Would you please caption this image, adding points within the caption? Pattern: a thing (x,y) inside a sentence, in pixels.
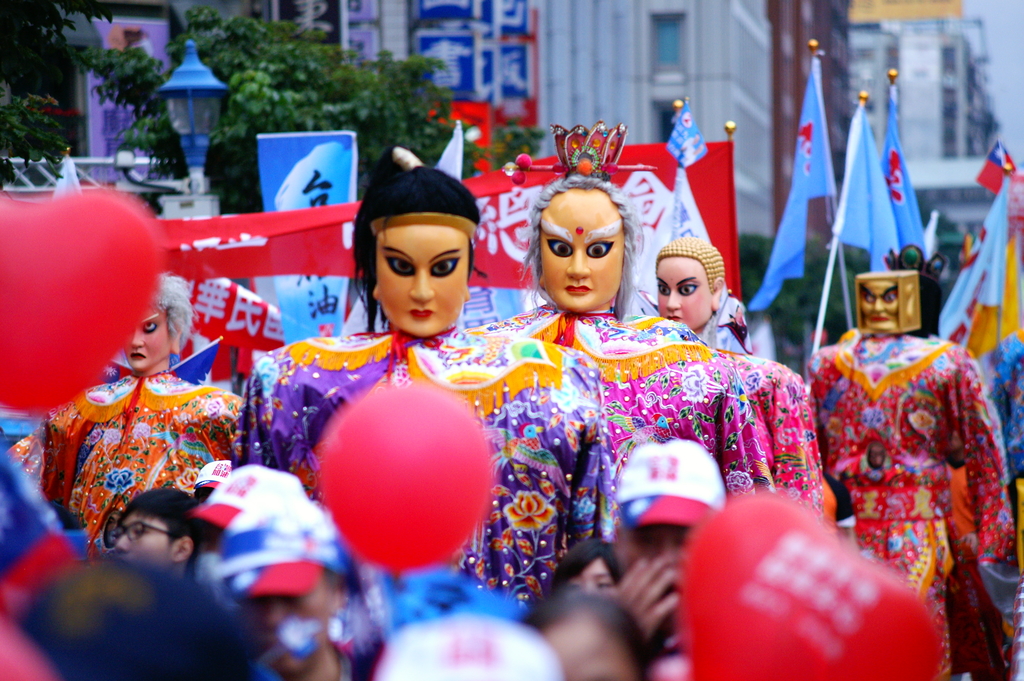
In this picture there are people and we can see balloons (25,267), dolls (417,278) with costumes (624,402), banners (508,269) and flags (979,279). In the background of the image (209,161) we can see light (213,93), trees (306,86), buildings (732,92), hoardings (522,57) and sky (1003,47).
